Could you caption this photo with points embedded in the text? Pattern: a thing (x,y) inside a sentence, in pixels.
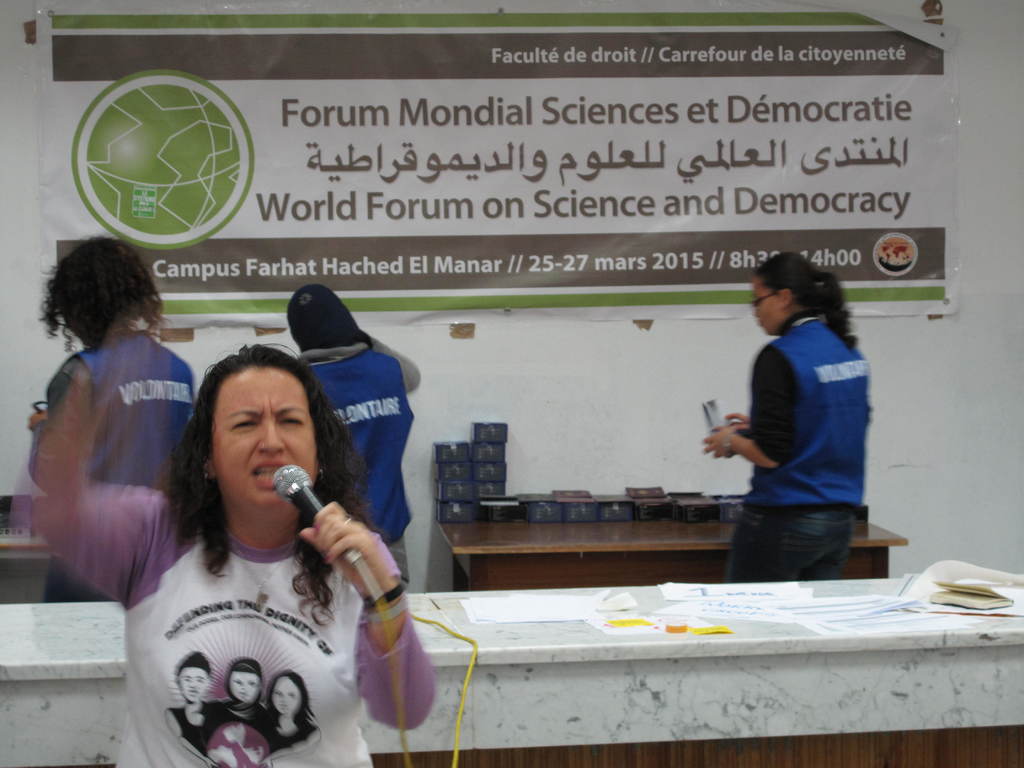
In this image three persons (172,393) wearing blue jackets (396,479) are standing behind the table (652,652) having few papers (881,618) and book (970,593) on it. A woman (337,608) is holding mike (310,504) in his hand (386,584). Table (482,530) which is near the wall (985,181) is having few boxes (622,517) on it. There is a banner (693,164) attached to the wall (961,208).
